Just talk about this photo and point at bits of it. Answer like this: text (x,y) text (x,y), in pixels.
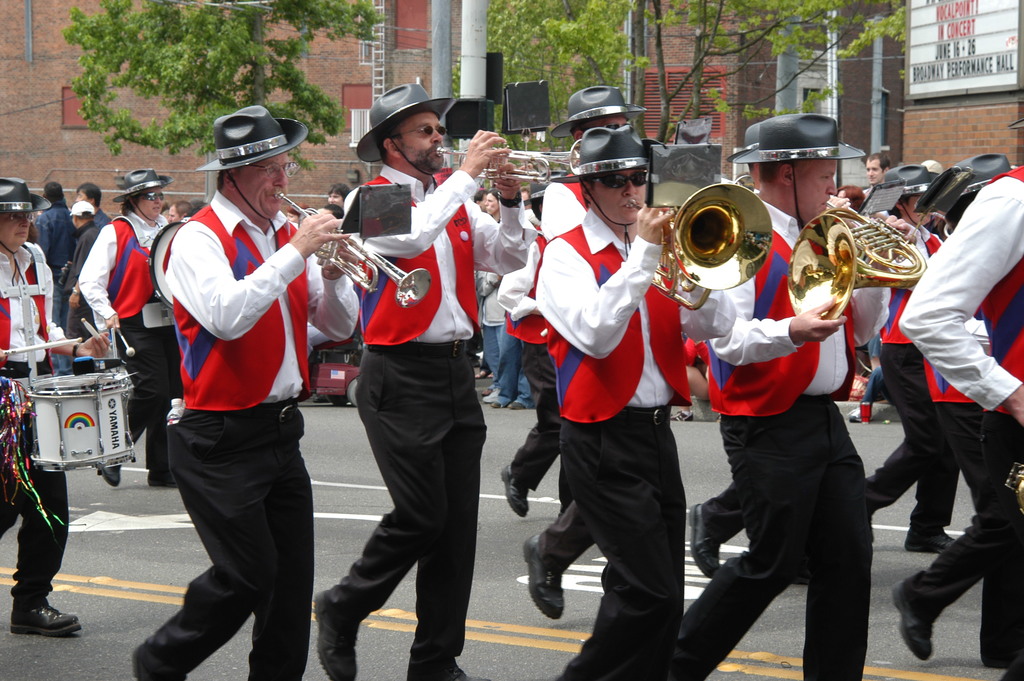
In this image I can see number of persons (305,307) wearing white shirts (521,284), red and blue colored jackets (254,328) and black pants (244,518) are standing on the road (172,517) and holding musical instruments (371,261) in their hands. I can see all of them are wearing black colored hats (20,194). In the background (357,11) I can see few persons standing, few trees (331,13) and few buildings (746,89).
